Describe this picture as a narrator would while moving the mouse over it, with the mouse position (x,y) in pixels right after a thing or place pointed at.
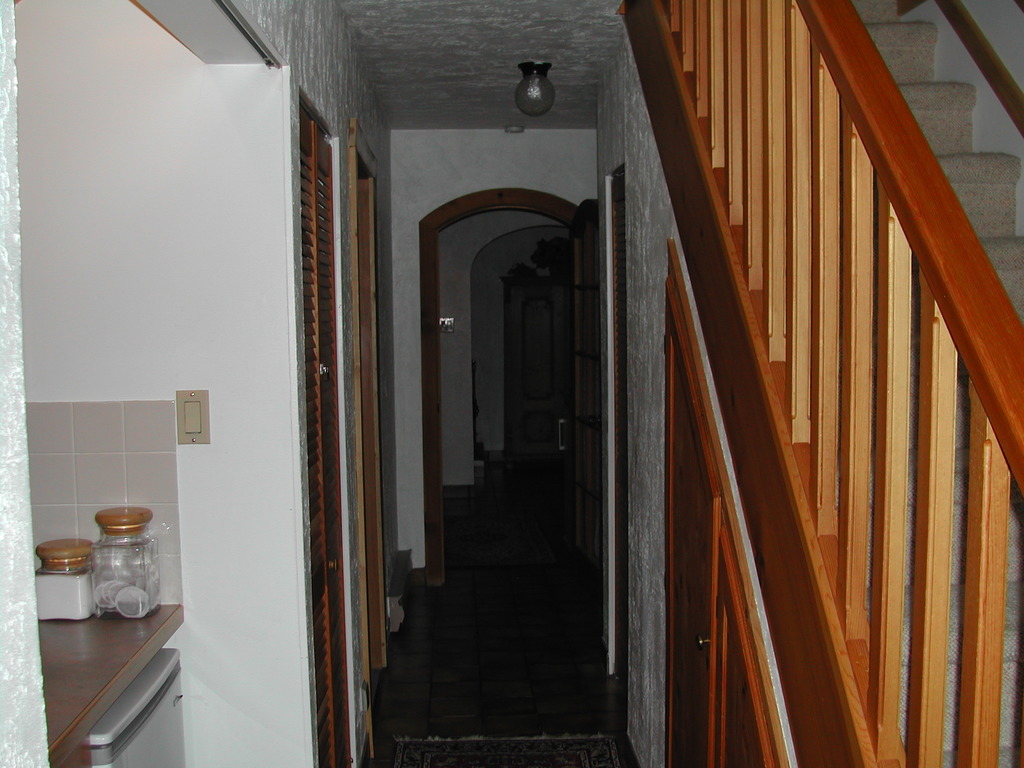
This image is clicked inside the house (589,355). To the right (773,406), there are stairs (695,207). The railing (949,379) is made up of wood (818,344). At the bottom (505,716), there is a floor (505,710). To the left (72,561), there are two jars (72,561) kept on the desk (67,738).
